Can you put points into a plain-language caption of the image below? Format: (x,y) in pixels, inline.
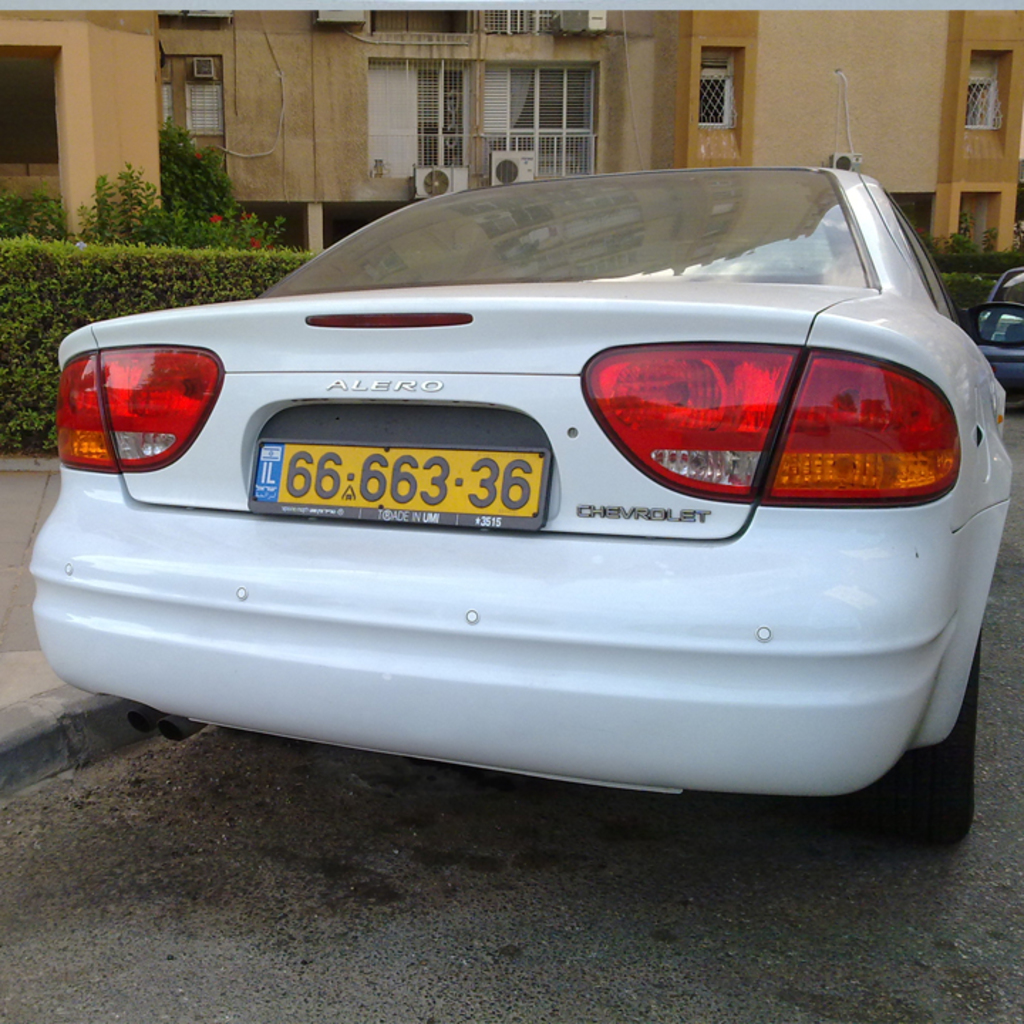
In this picture we can see a car (610,390) in the front (677,496), there are some plants (136,251) in the middle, in the background (714,142) there is a building (812,60).
